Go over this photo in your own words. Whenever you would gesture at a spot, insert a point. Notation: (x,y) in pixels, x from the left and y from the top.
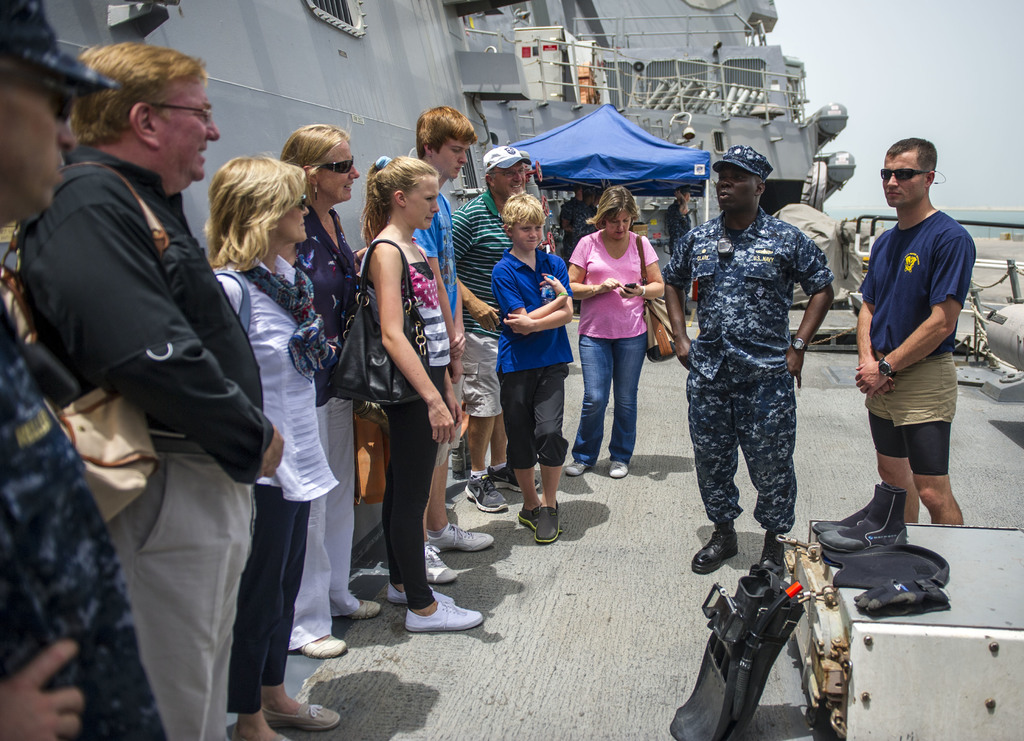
In this image there are group of people (922,343), a stall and some other items (886,687) in a ship (456,79), which is on the water (975,213), and in the background (980,101) there is sky (848,101).
